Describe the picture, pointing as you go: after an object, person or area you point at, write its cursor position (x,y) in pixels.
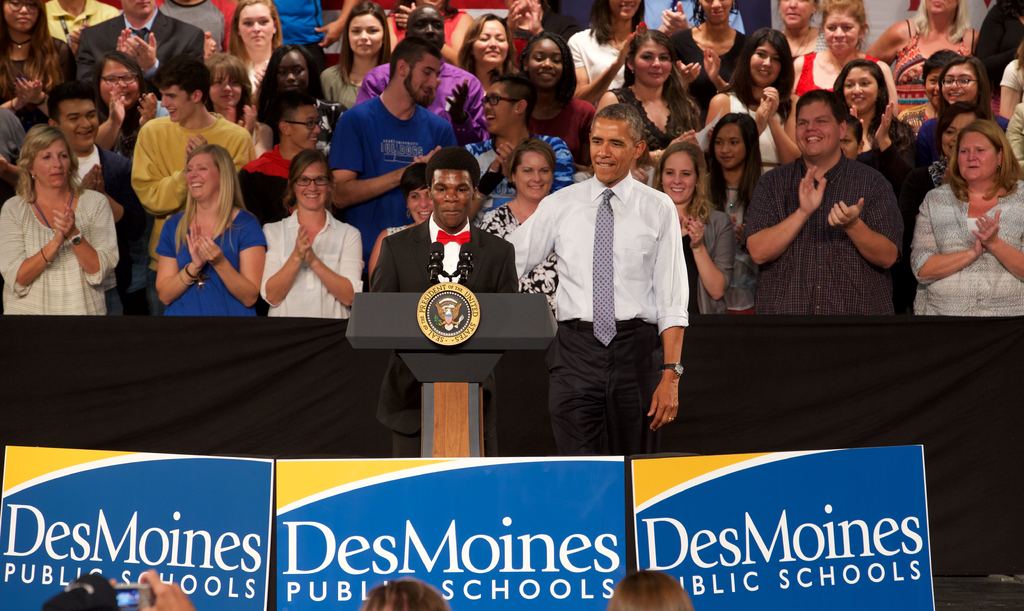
In this image there are two people (569,284) standing in front of the dais (456,325), in front of them there are placards (277,513), behind them there are a few people (318,170) standing and clapping.
